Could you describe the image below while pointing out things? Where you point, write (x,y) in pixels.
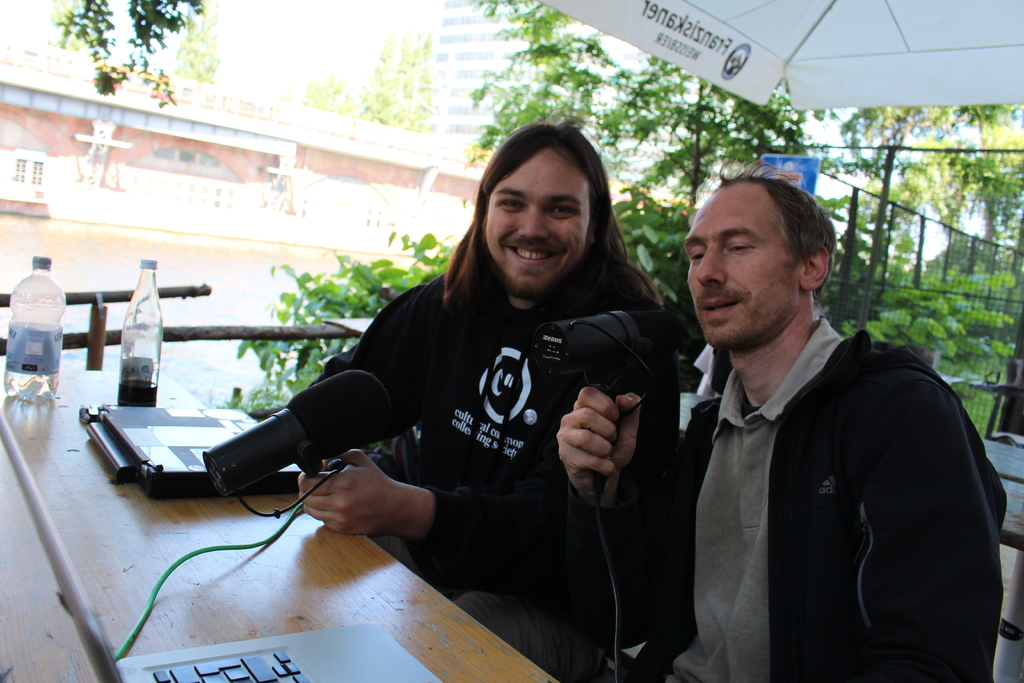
In this image two persons (696,457) are sitting wearing winter clothes (510,434). They are holding mics (345,425). In front of them on a table (84,456) there is a laptop (257,660), bottles (151,349). In the background (376,146) there are trees (415,67), buildings (435,77). Here there is boundary (919,273). On the top (879,47) there is shelter (837,58).
